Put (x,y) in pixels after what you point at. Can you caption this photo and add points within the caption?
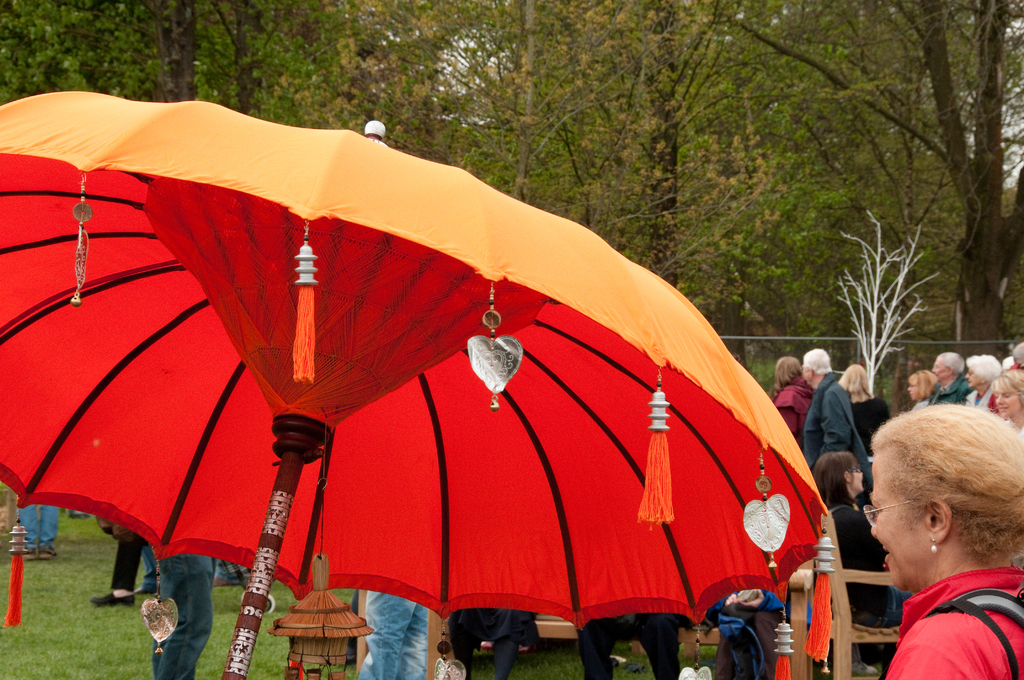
In this image there is a table umbrella (332,354). There are decorative things (78,233) to the umbrella (489,505). Behind the umbrella (338,523) there are many people (860,446) standing and a few (847,561) sitting on benches (834,587). There is grass (65,630) on the ground (89,622). In the background (623,45) there are trees (633,116) and a fence (821,340).
